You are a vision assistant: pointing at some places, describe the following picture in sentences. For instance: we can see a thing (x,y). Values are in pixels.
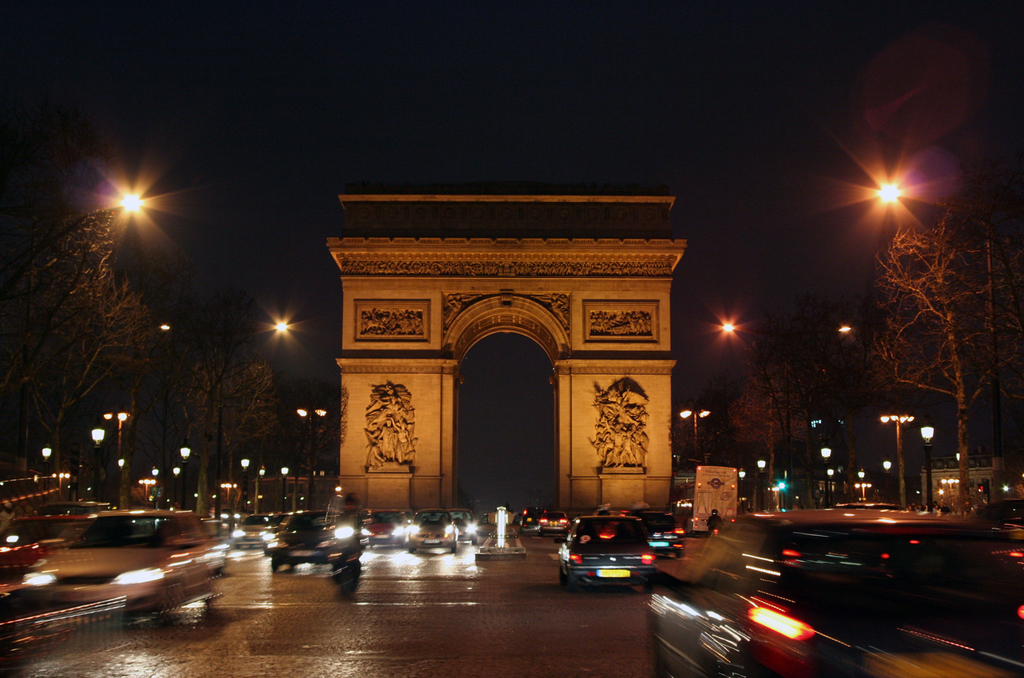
In this picture I can see few vehicles (324,536) are on the road (422,578), behind there is an arch (618,357) with some design (382,396), around I can see some trees (96,310) and lights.
